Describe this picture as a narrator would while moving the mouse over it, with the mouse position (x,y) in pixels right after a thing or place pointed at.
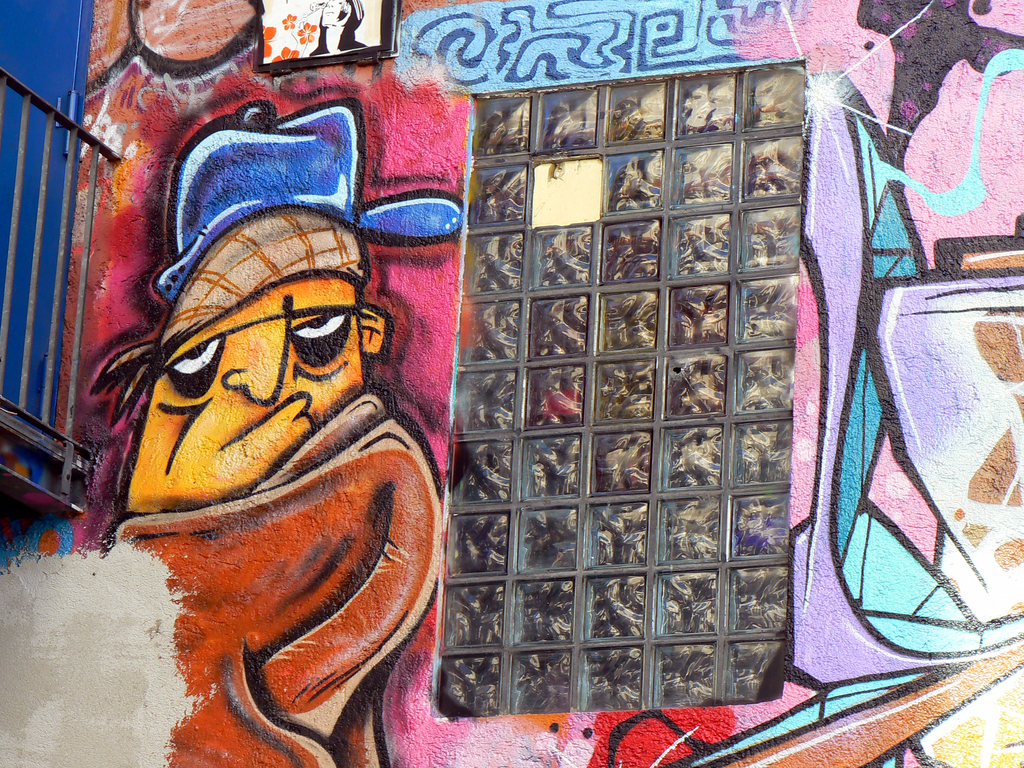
In this picture there is a painting (182,732) of a person (214,531) on the wall (799,691). On the left side of the image (53,104) there is a railing (71,147) and there is a door (51,64).
